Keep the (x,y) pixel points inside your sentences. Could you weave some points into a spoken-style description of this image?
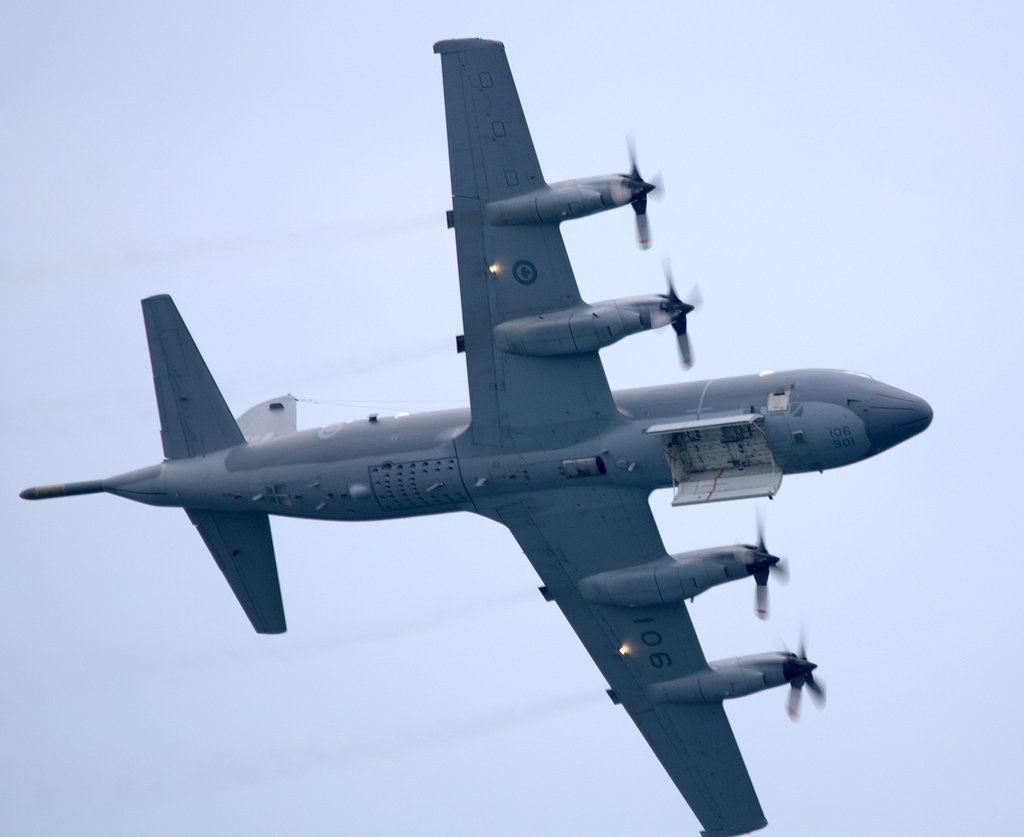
In this picture I can see a propeller plane (403,497) and I can see blue sky (417,276).
